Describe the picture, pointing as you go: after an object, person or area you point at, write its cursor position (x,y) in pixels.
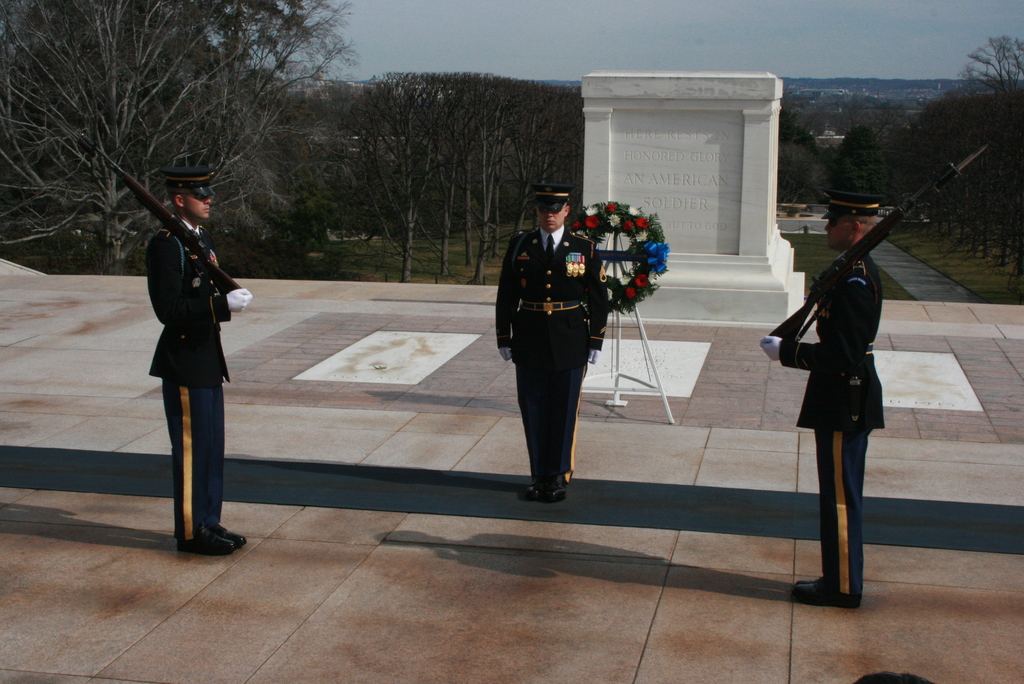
In this picture there are two persons (848,500) standing and holding the gun (871,242) and there is a person (569,462) standing. At the back (587,207) there is a garland (661,242) on the stand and there is a wall (720,78). At the back (783,171) there are trees (938,121). At the top (488,29) there is sky (583,17). At the bottom (901,463) there is floor (1010,309).
